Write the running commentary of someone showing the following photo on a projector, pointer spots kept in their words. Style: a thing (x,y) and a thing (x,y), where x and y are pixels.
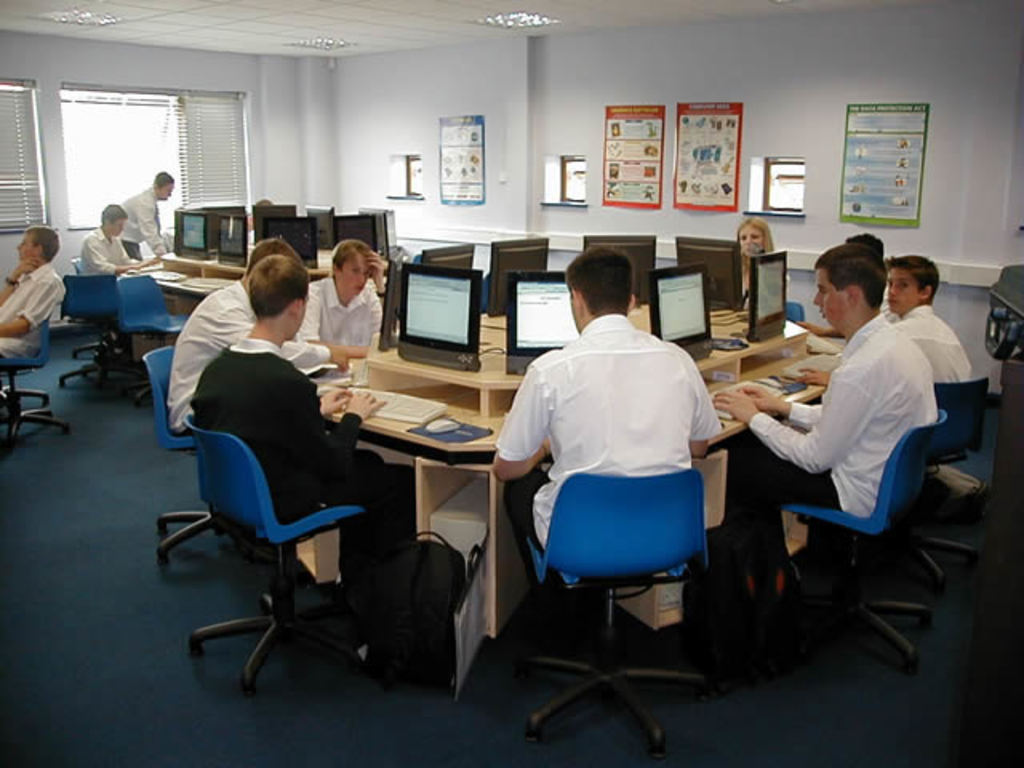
This picture shows many people (581,427) sitting around a table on which a computers (442,342), keyboards (437,408) and mouse (442,428) were placed. In the background (711,147) there are some charts (685,146) attached to the wall (604,86) and there is a window (176,158) here.
